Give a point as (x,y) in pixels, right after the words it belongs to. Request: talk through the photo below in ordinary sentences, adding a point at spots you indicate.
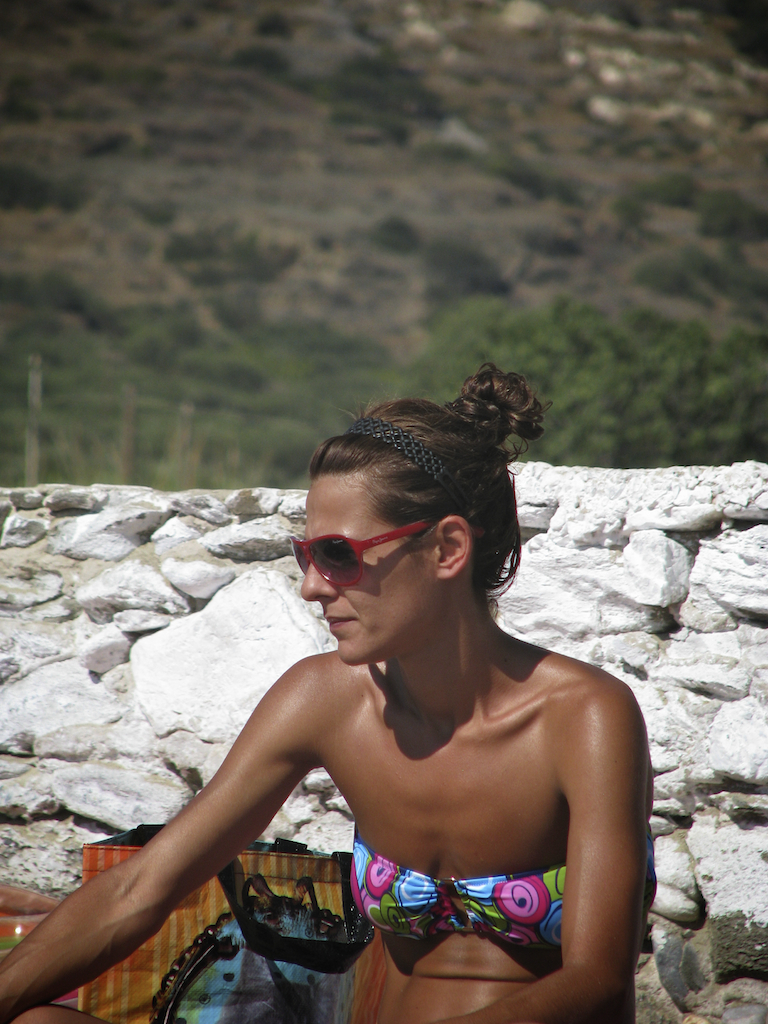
In this image I can see a lady (417,911) behind her there is a bag (246,893), wall (686,672) and mountain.
